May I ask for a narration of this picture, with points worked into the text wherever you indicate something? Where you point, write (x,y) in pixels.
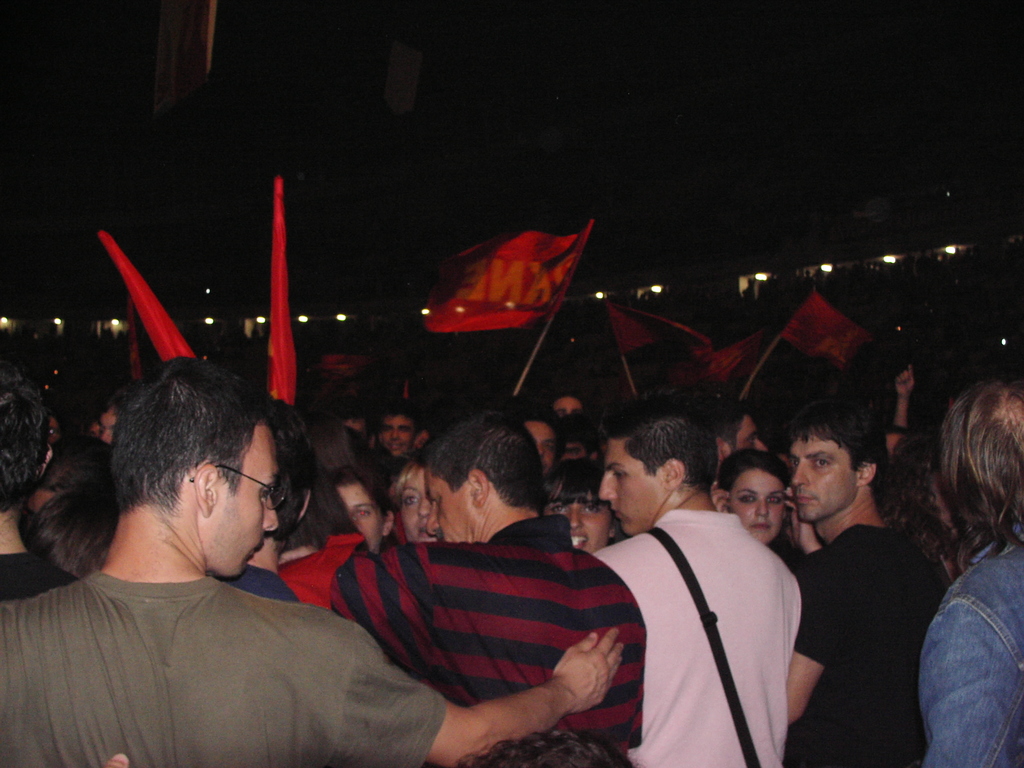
People (399,550) are standing and protesting. They are holding red flags (855,332). There are lights (951,252) at the back (604,294).
